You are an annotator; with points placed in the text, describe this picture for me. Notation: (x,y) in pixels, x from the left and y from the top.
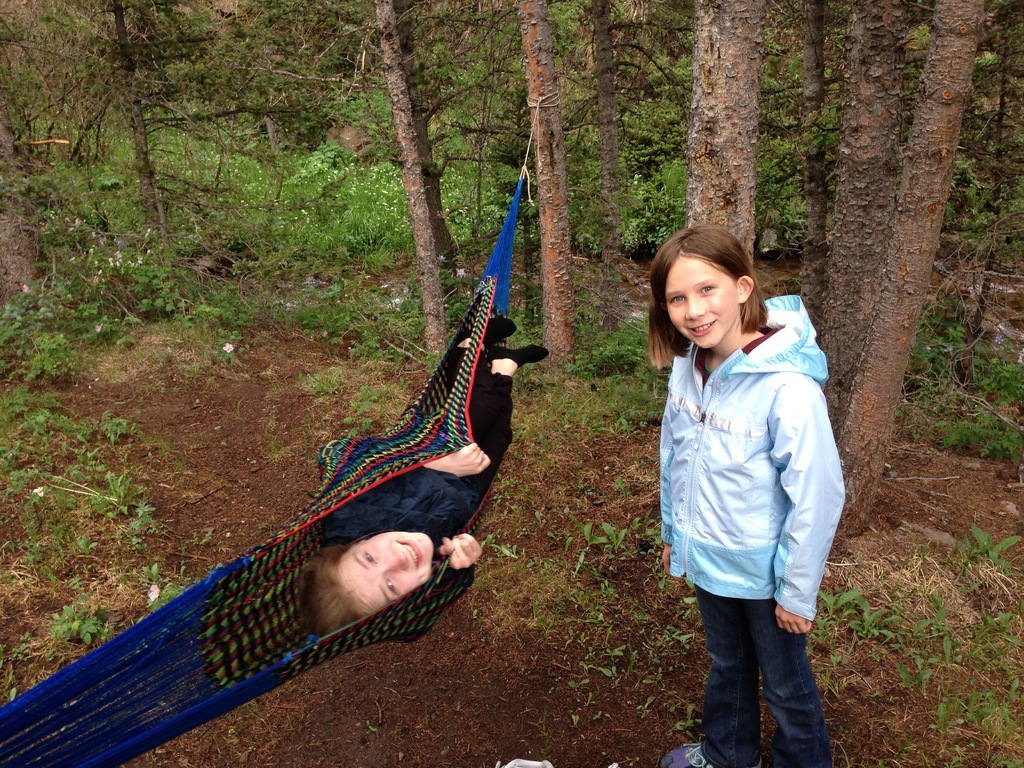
In this picture we can see a girl (792,682) standing on the ground (764,727) and smiling and beside her we can see a person (491,336) lying on a swing (342,627) and in the background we can see trees (596,142).
